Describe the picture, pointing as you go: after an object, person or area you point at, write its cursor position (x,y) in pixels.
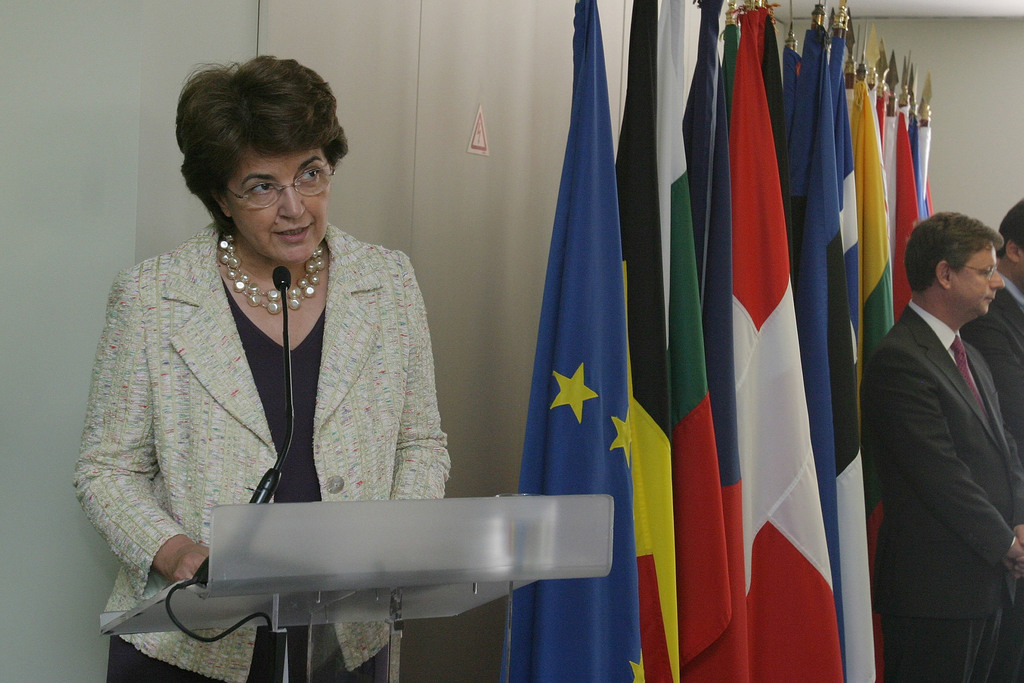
In front of the image there is a podium (287,531) with mic (272,467). Behind the podium (348,514) there is a lady (254,236) standing. Beside her there are flags (867,208). And on the right corner of the image (1002,290) there are two men (991,446).
